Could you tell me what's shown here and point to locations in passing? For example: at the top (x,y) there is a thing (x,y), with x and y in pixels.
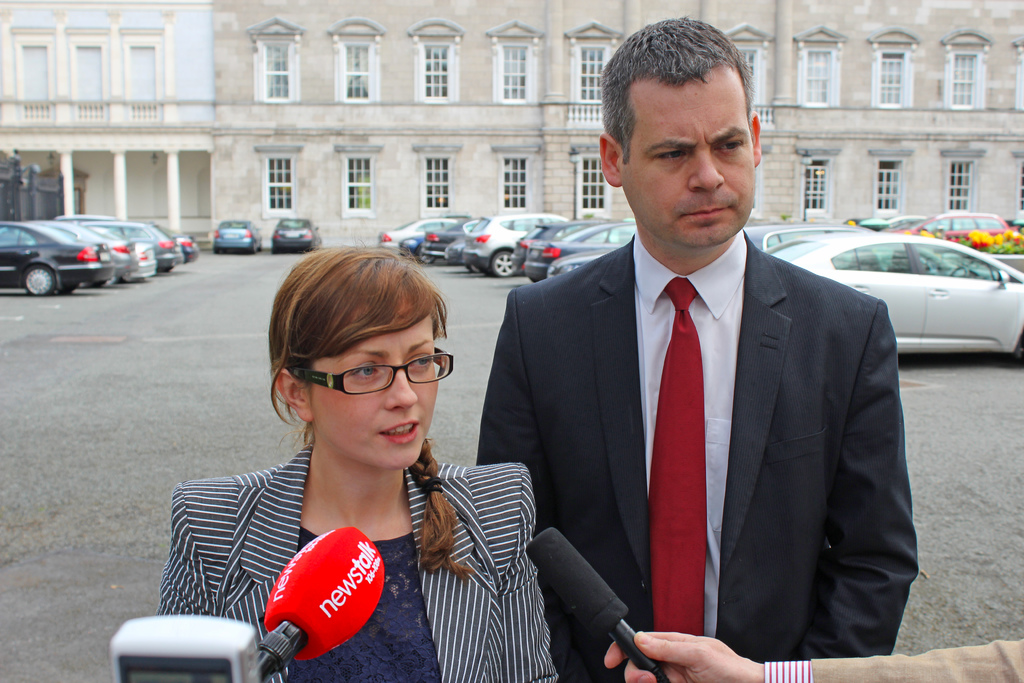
In this image it seems like there are two people (580,386) who are talking in the mic (583,587). At background (436,95) there is a building (255,163) with the windows (436,77) and in front of the building (331,227) there are cars (441,229) parked.
